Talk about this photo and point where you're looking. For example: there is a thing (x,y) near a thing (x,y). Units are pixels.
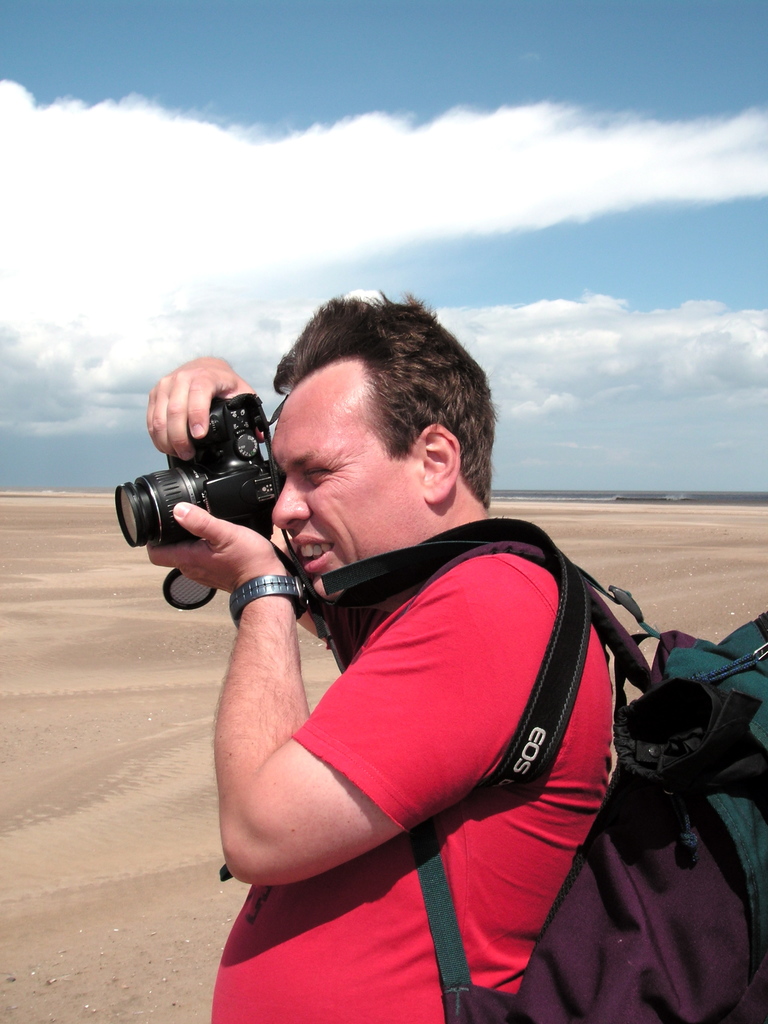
This picture is of outside. In the center (404,521) we can see a man (437,676) wearing red color t-shirt (458,688), a backpack (654,825), holding a camera (197,451), taking pictures and standing. In the background (679,534) we can see the ground (656,511), Sky (668,100) which is full of Clouds (595,181).
